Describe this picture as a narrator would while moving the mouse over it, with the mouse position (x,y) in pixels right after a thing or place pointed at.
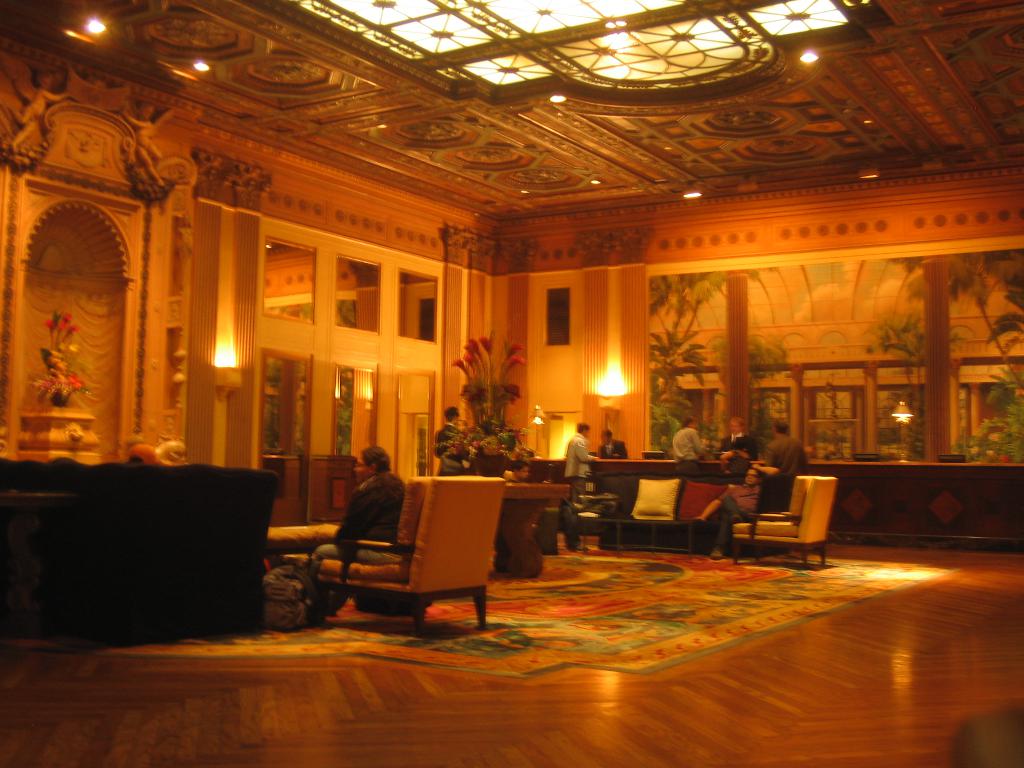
In the picture we can find a hall (352,222). It is like a hotel hall (421,297). In that we can find some chairs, tables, desks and some persons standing and some are sitting. In the background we can find a lights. To the ceiling (833,148) also we can find some lights (565,17). And the walls (164,271) are printed with paintings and decorated with flowers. On the floor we can find carpet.
